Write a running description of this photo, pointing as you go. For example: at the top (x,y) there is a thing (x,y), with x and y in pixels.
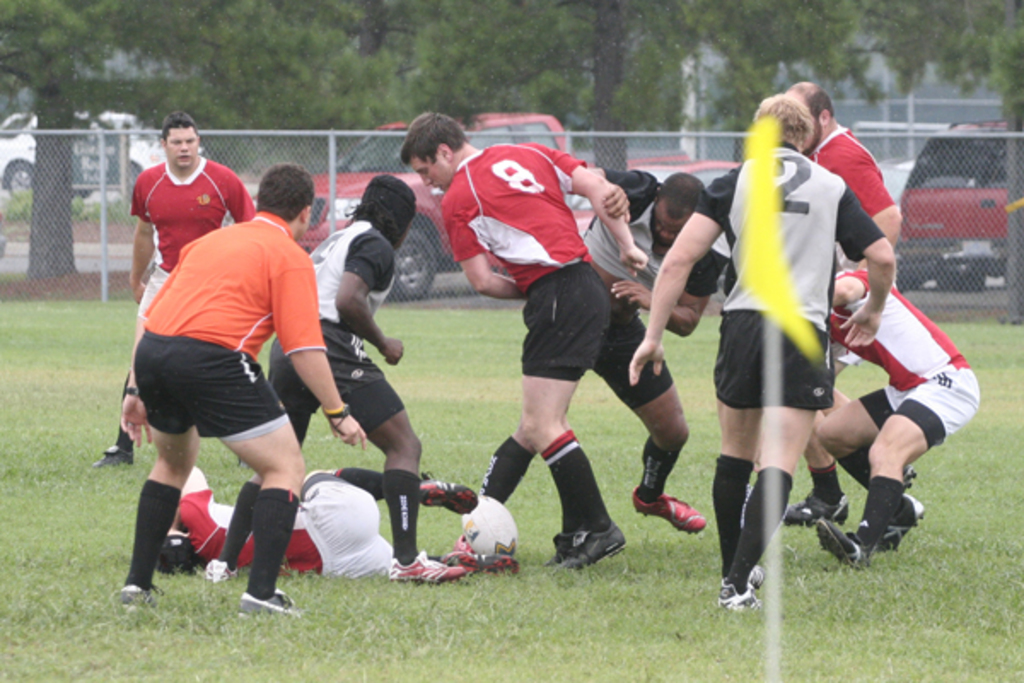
This is a playing ground (94,514). Here I can see few men (837,243) wearing sports dresses (494,215) and playing with a ball (481,532). At the bottom (452,646), I can see the grass (372,652) on the ground (539,599). In the foreground (773,438) there is a yellow color flag (764,260) to a pole (778,524). In the background (117,181) there is a net fencing (304,154). Behind the net fencing (338,154), I can see few vehicles (959,218) on the road (976,291). In the background (464,44) there are many trees (317,53).
